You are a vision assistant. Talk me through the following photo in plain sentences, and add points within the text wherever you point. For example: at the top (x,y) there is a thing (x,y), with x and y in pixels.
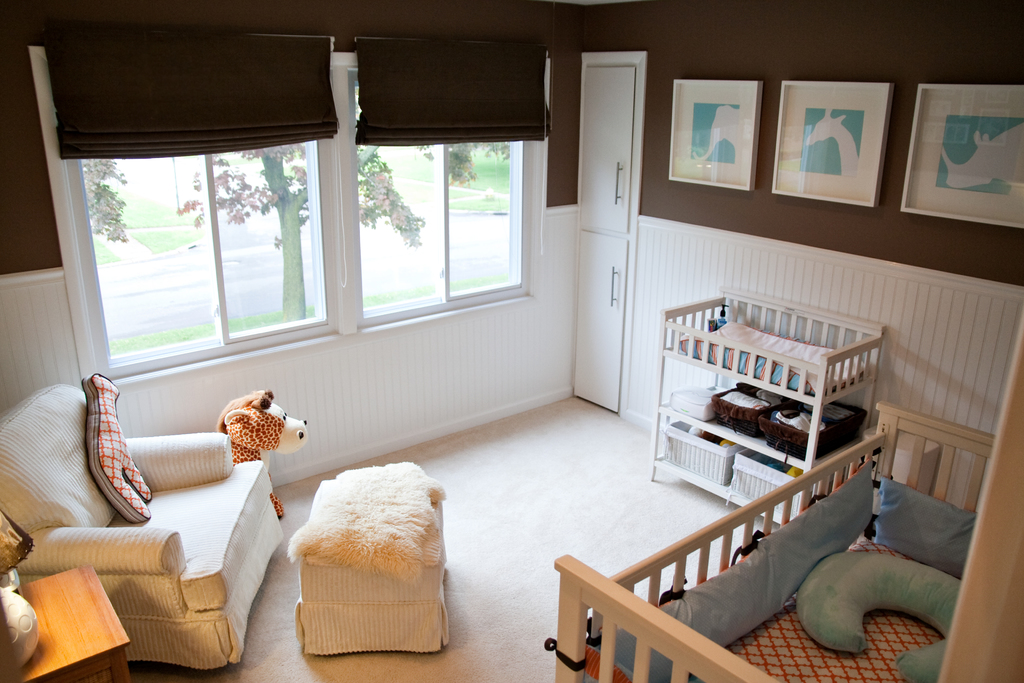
This is a picture taken in a room (555,536). This is a floor (511,626) on the floor (503,624) there are table (660,462), chair (218,557), toy (273,430) and on the table (717,427) there are some items (711,453) and a baby bed (601,631) on the bed (625,653) there are pillows (762,607). Behind the bed (796,485) there is a wall (856,267) with photos (826,166), door (623,205) and glass windows (362,226).
